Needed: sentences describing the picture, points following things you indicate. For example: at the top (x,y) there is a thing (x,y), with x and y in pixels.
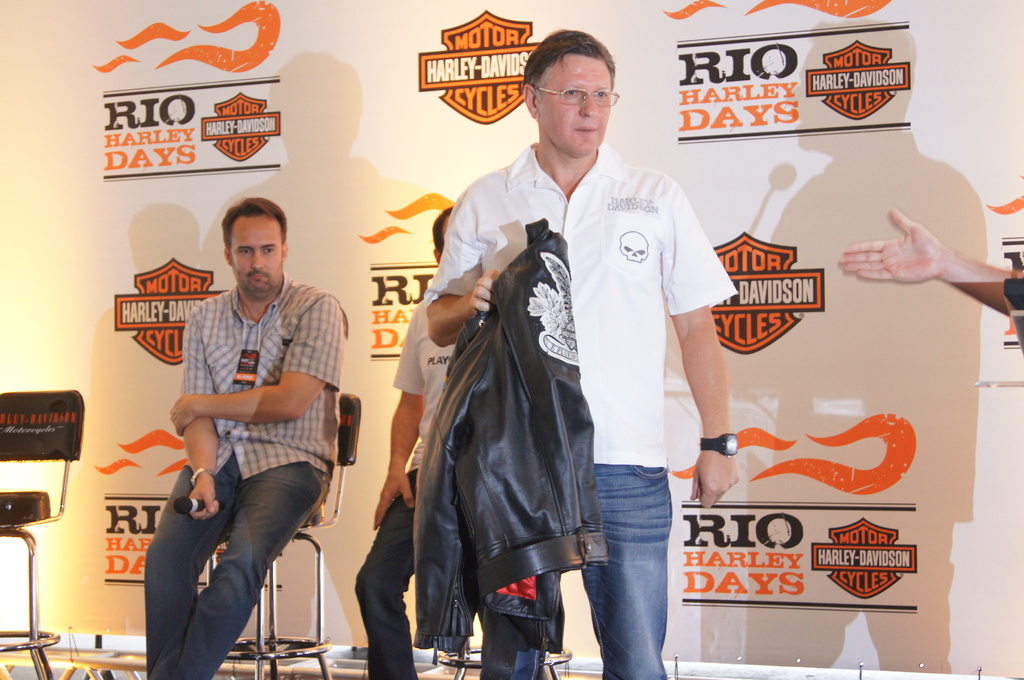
In this picture we can see few people (212,535) are sitting on the chairs (309,530), one person (570,161) is standing and holding the jacket (508,451), side we can see a person hand (985,271), behind we can see a banner (130,455).
